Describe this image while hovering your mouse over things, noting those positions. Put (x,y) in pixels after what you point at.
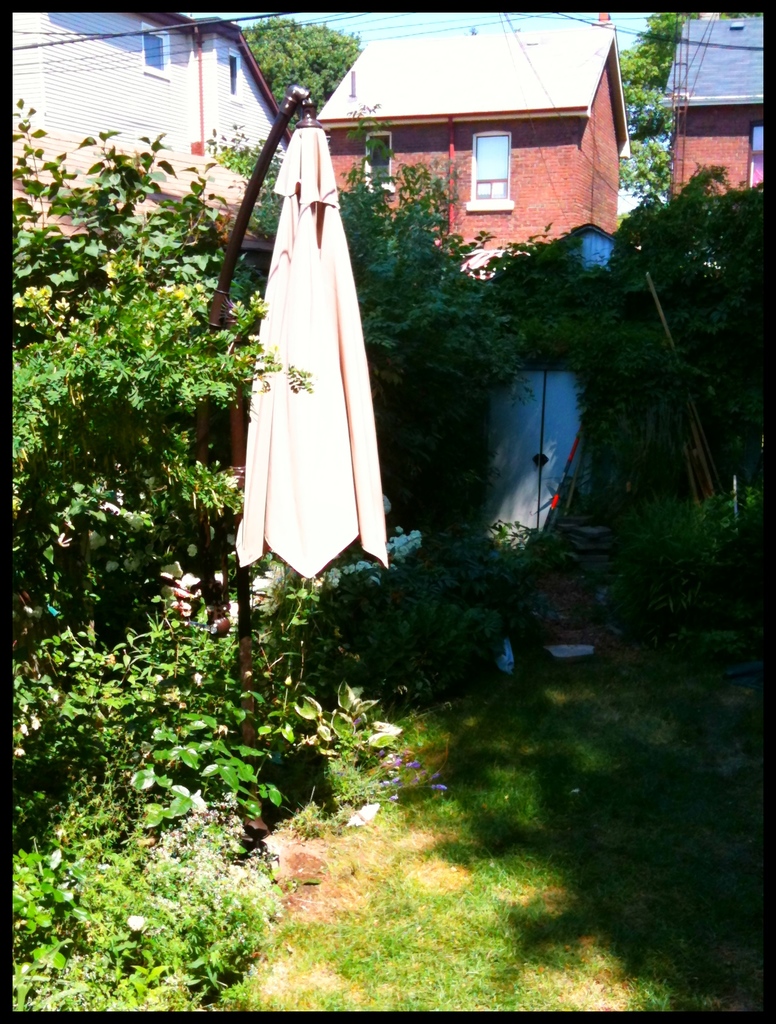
The picture is taken in the backyard (119,989) of a house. In the foreground of the picture (128,583) there are plants (165,399), grass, and an umbrella (323,498). In the background (120,57) there are houses (453,111) and trees (631,102). It is sunny.
